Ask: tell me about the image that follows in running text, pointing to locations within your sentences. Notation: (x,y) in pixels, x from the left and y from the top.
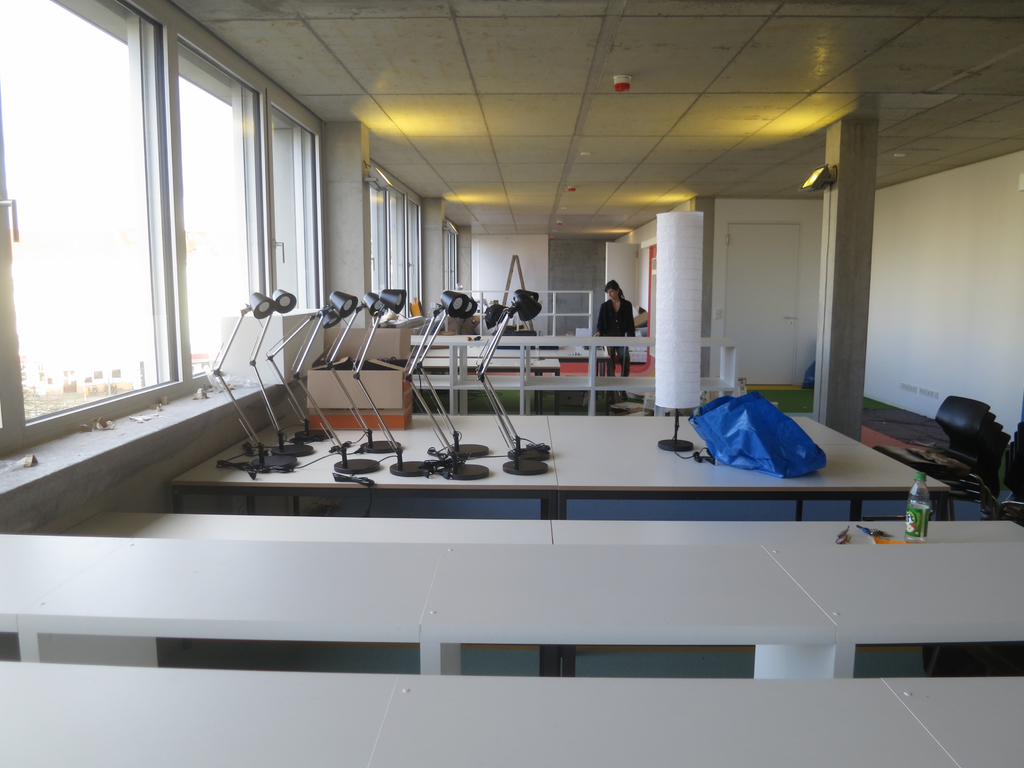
In this image I can see a table (221,471) and number of lamps (536,473) on it. In the background (613,334) I can see a person (614,320).
